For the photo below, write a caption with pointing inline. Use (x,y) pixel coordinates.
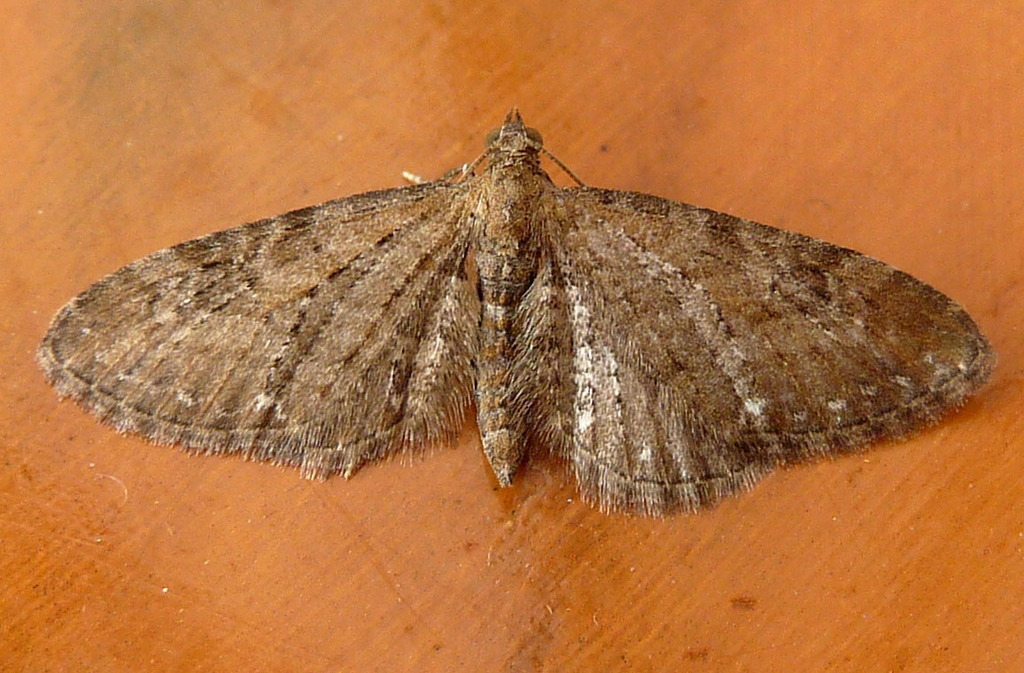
In this image, we can see a moth (618,287) on the wooden surface (449,105).
